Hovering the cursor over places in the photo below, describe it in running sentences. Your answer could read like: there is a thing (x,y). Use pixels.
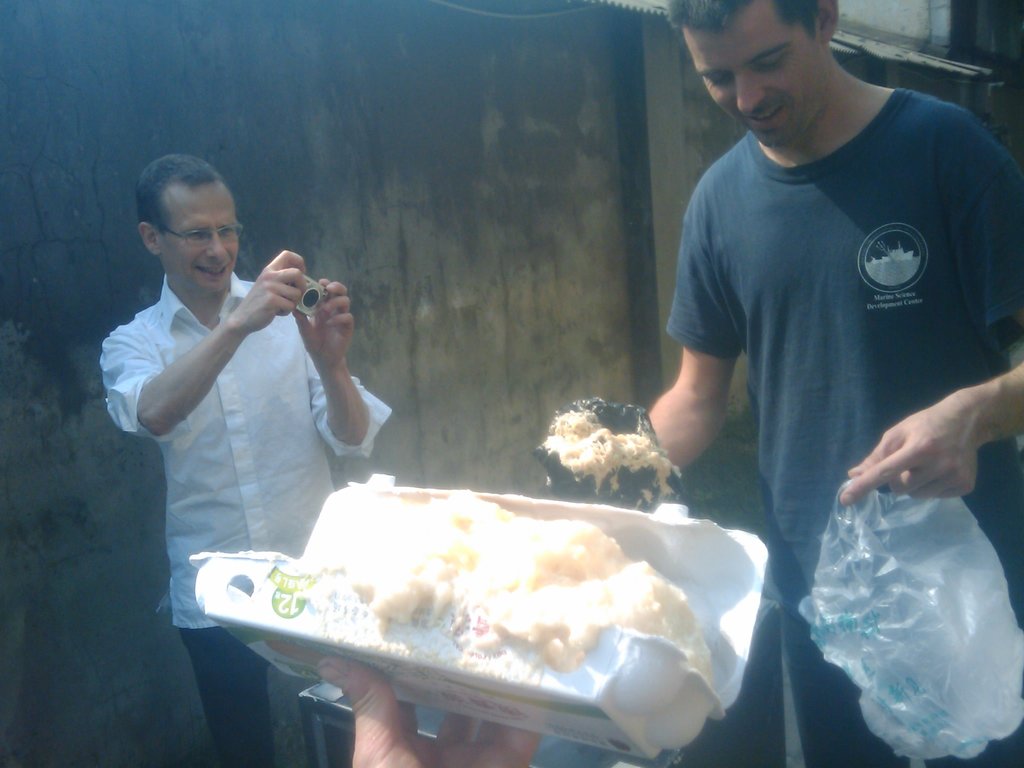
In this image we can see a persons hand (403,720) holding a object (470,685). There is another person (770,652) wearing a blue color t-shirt (728,348) and holding a cover (860,693) in his hand (934,466). There is a person (187,278) in the background of the image (244,283) wearing a white color shirt (193,443) and holding a camera (306,307) in his hand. There is a wall (584,212) in the background of the image (435,188).
